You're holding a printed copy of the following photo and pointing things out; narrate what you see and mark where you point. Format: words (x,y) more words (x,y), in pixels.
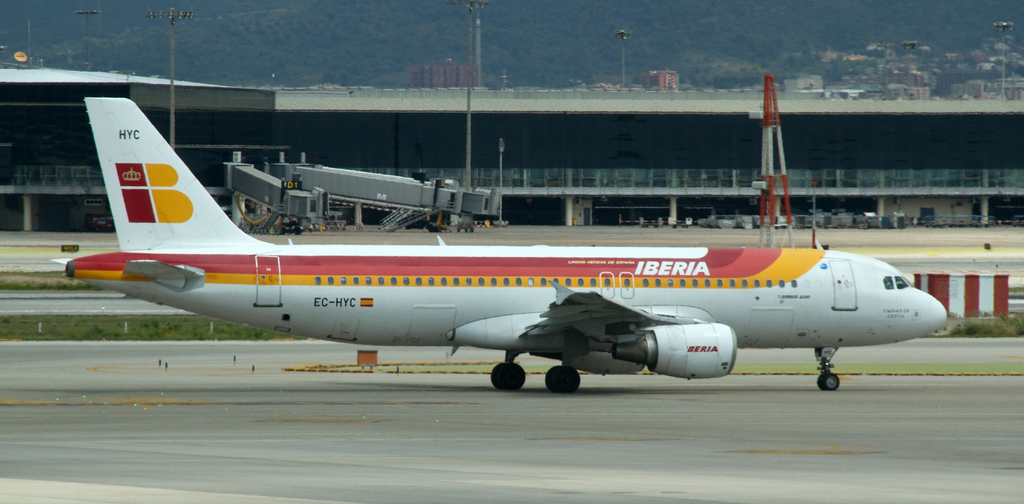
In this picture we can see an airplane (591,343) in the front (581,335), on the right side (922,368) there is grass (983,372), in the background (766,149) we can see buildings (837,103), poles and trees (272,51), there is railing (864,181) in the middle (530,182).
